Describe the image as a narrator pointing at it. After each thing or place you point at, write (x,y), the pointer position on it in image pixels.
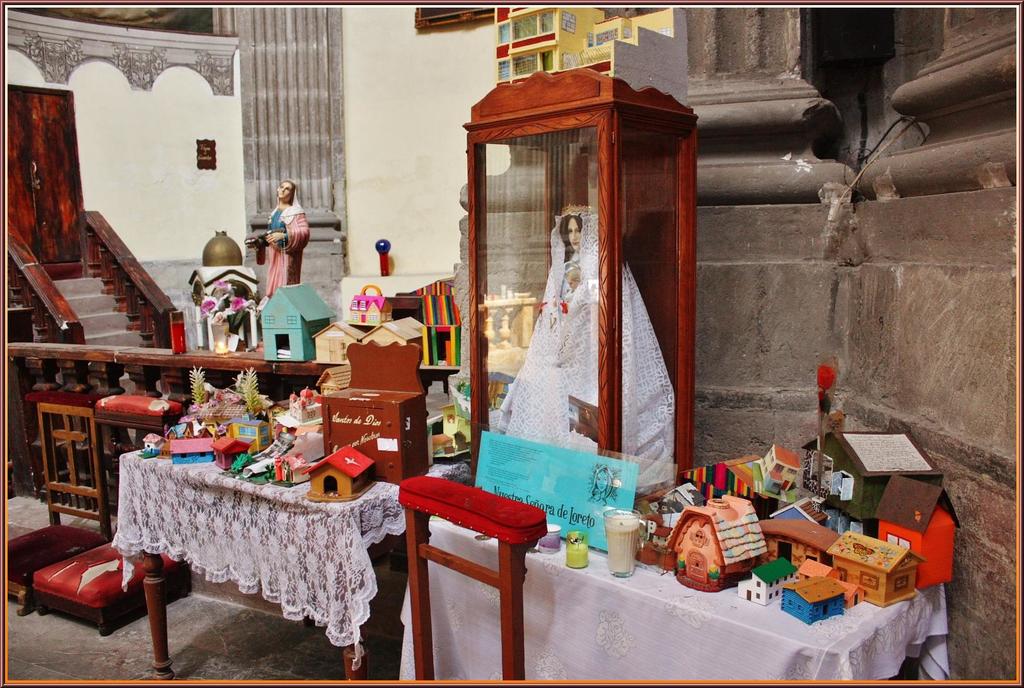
in a room (990,513) there is a table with some toys (657,558) in it and a glass Box (662,251) with a woman's sculpture (537,416) and another person sculpture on the other table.
